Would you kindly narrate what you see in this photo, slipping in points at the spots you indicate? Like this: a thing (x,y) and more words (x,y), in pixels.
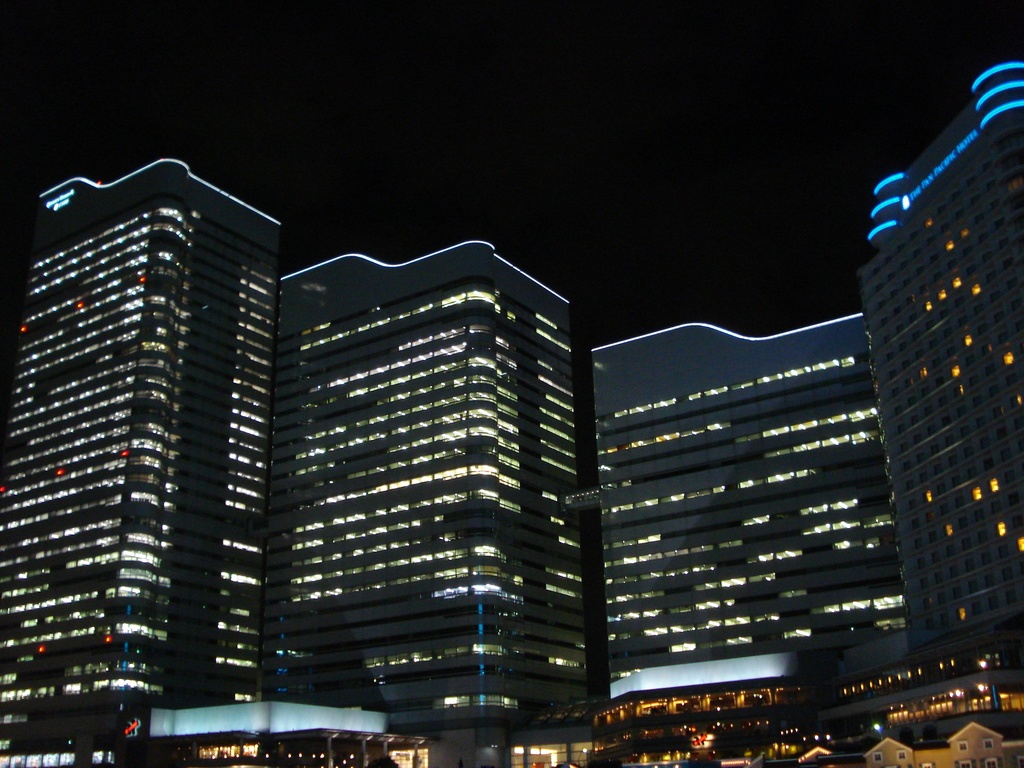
In this image there are buildings (537,429) with the lights (240,473) inside the buildings (255,524).
